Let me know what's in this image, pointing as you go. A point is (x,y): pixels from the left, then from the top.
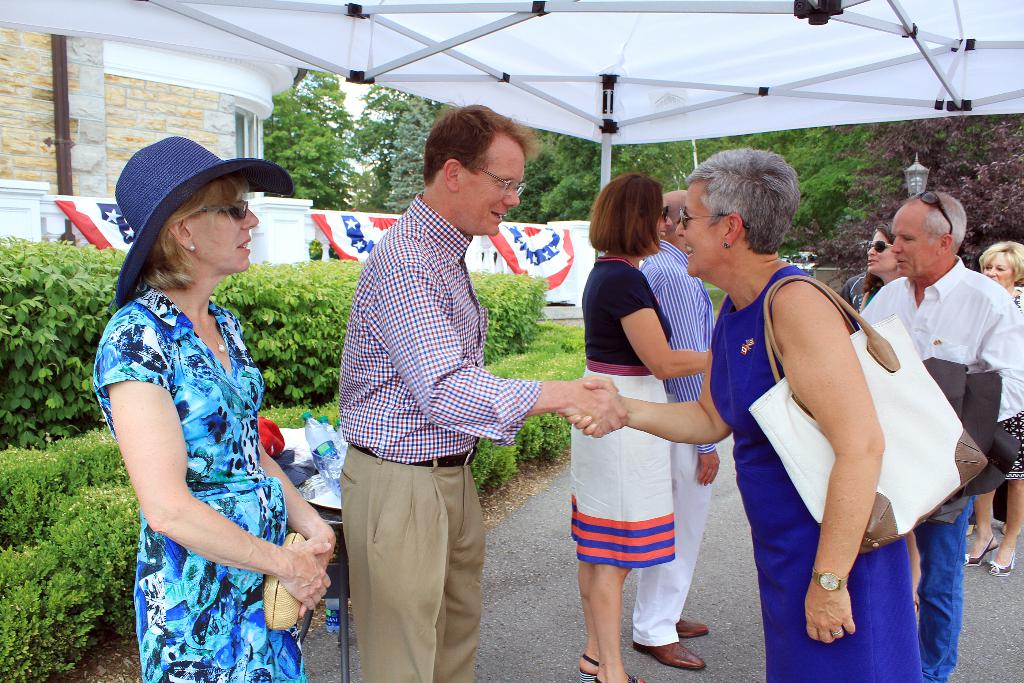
In this image we can see a group of people (623,435) standing under a roof (533,105). In that a woman (228,642) is holding an object (278,597). We can also see some bottles (321,468) placed on the table (345,585). On the backside (519,259) we can see a group of trees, a building (221,119) with windows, the flags (108,238) and a street light (921,172).
